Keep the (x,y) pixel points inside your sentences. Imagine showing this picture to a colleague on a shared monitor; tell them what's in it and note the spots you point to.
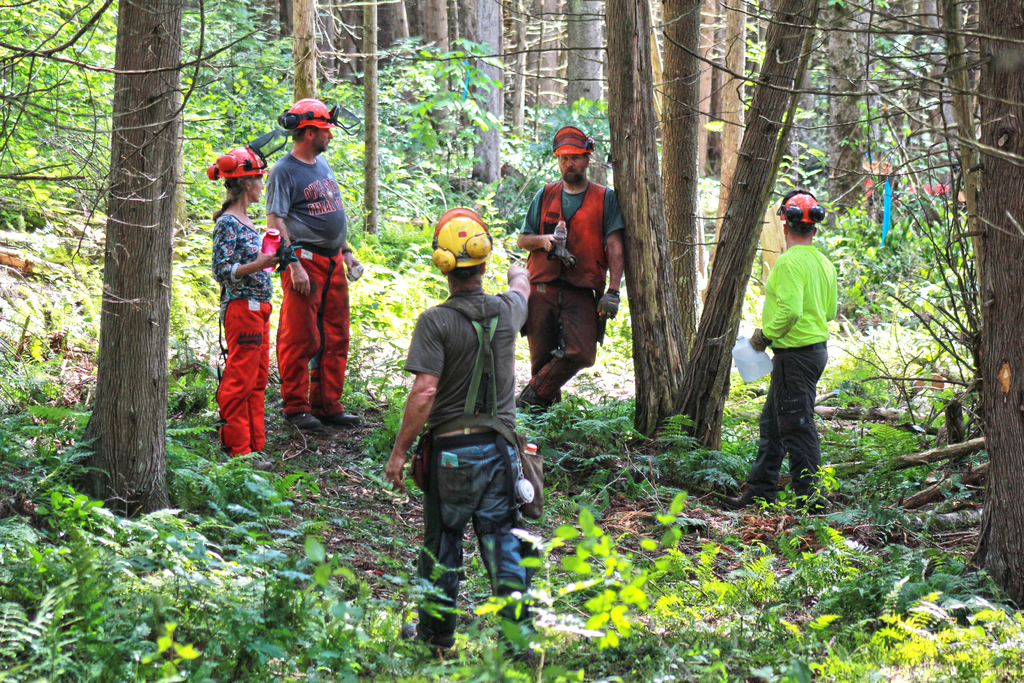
As we can see in the image there are plants (50,585), trees (653,45) and few people (469,233) standing here and there.
